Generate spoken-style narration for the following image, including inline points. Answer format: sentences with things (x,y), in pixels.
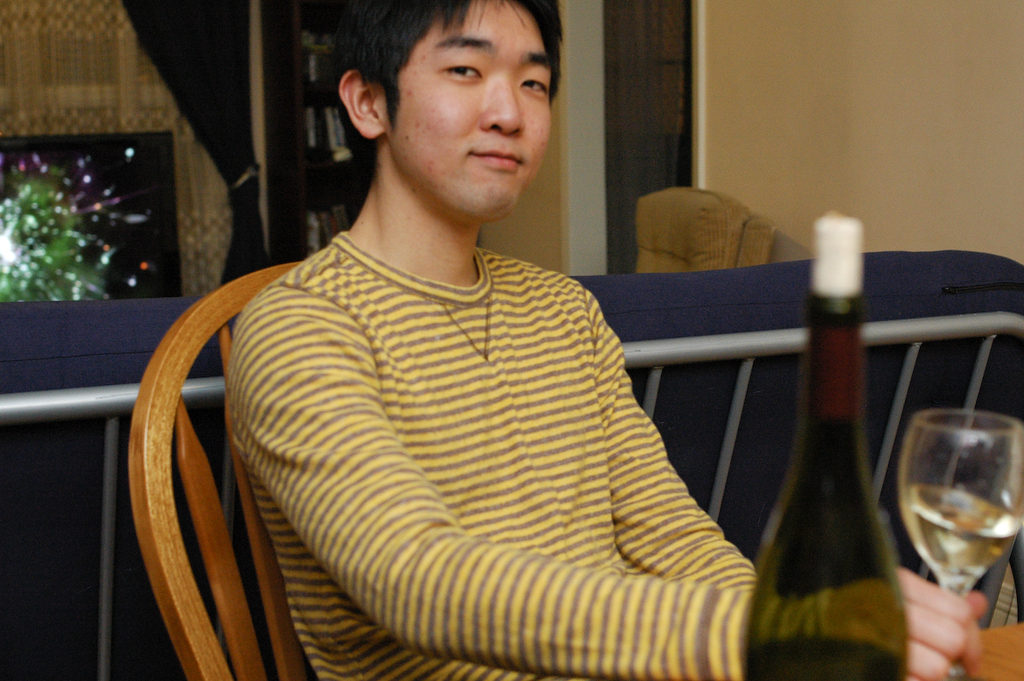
He is sitting on a chair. He is smiling. He is holding a glass (962,590). There is a table (989,649). There is a bottle (864,568), glass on a table (998,658). We can see in the background (881,171) TV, sofa (877,276), curtain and wall (876,152).
